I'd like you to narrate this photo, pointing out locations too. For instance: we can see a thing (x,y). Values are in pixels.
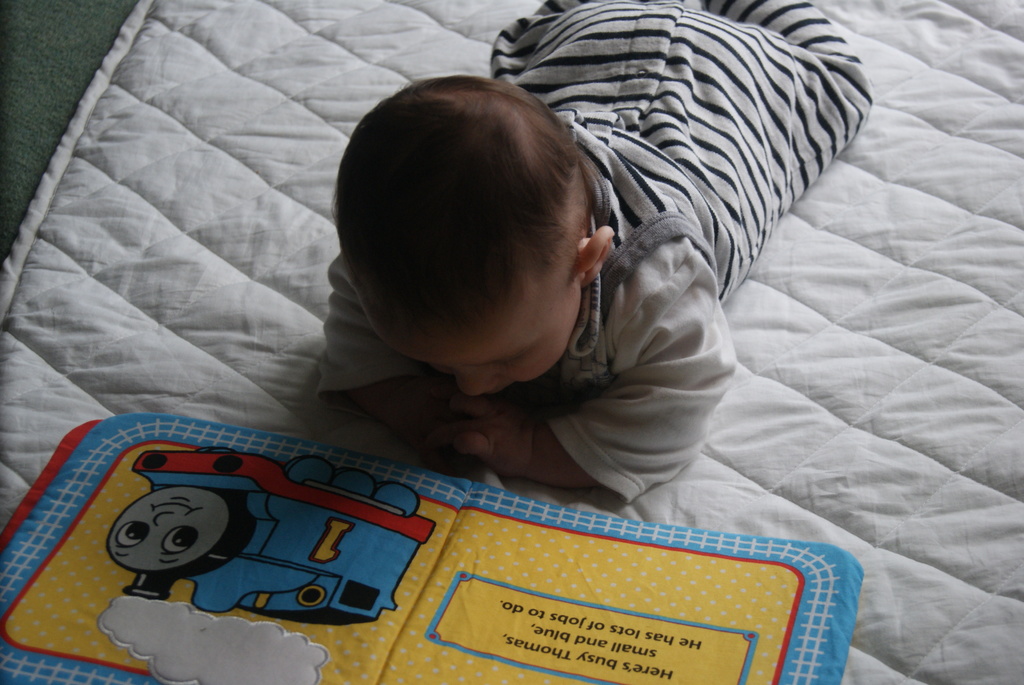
In the image a kid (376,389) is lying on bed (27,458) and looking into a book (11,660).
